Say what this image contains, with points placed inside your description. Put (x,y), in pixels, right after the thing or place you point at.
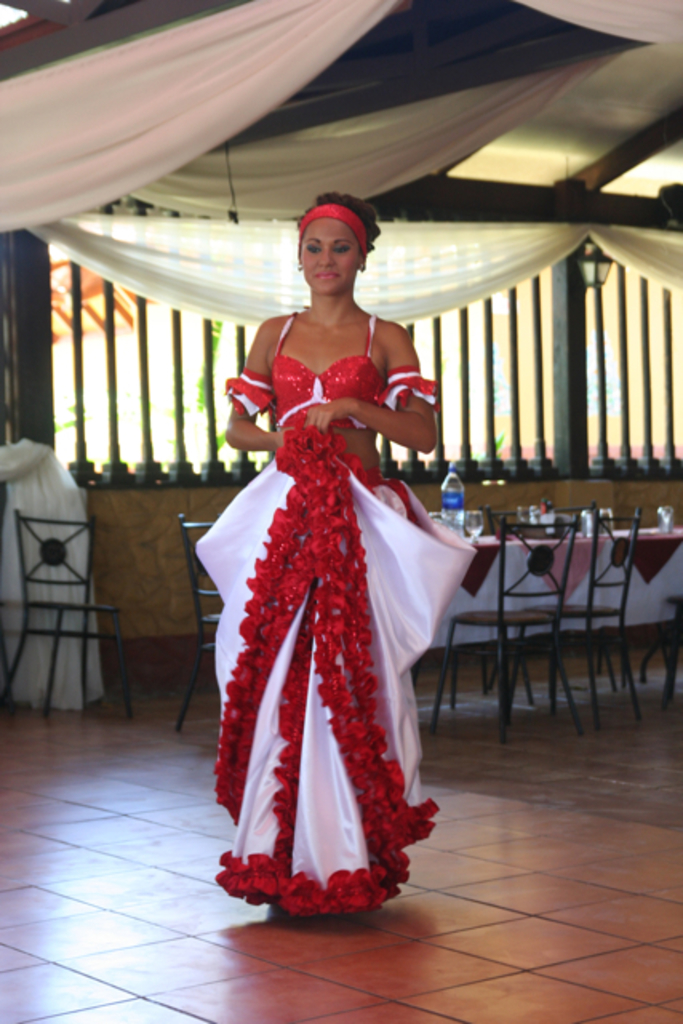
There is a woman (289,538) standing on the floor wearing a red and white dress (339,610). In the background (546,576), there are some chairs (537,574) and a table (488,545). We can observe curtains (493,263) here.
